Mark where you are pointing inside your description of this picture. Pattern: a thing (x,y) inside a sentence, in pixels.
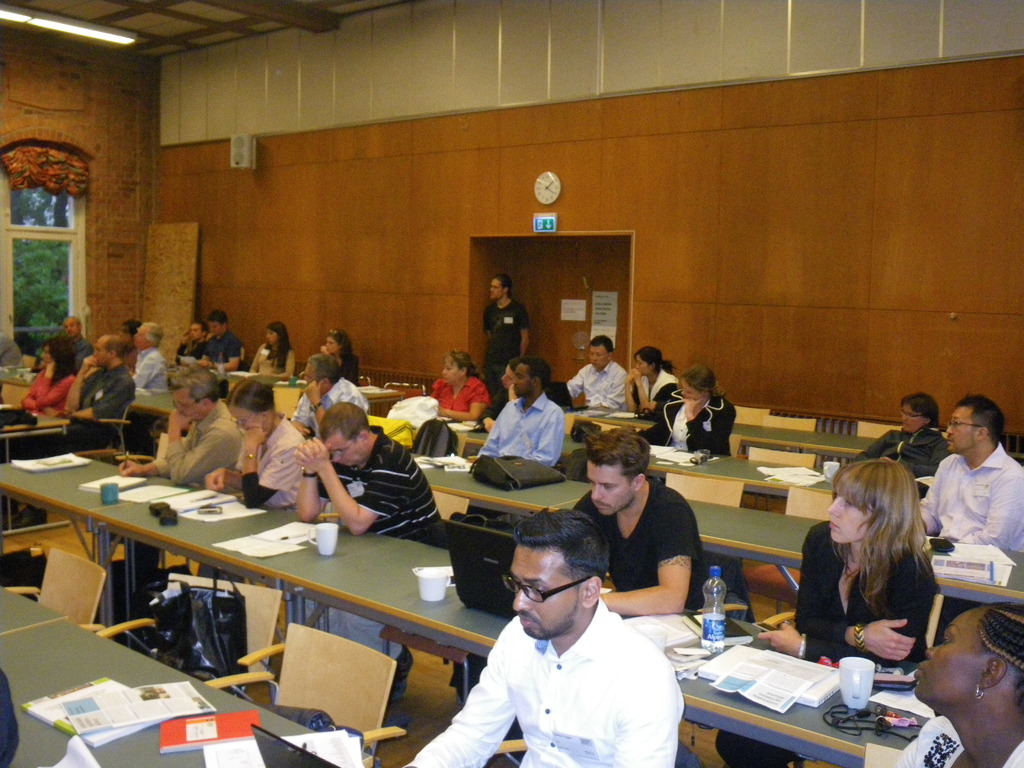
This picture is taken inside the room (111,280). In this image, we can see a group of people (827,526) sitting on the chair (889,749) in front of the table (797,714). On that table (417,615), we can see some books (148,697), laptops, paper (287,549), glasses (862,692), bottles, electrical wires (878,722), bags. In the middle of the image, we can see a man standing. On the left side (52,288), we can see a glass door (52,288) and a glass window (76,214), curtain (81,187). In the background (594,323), we can see a clock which is attached to a wall (608,217) and a few papers (603,309) which are attached to a wall (318,162), speaker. At the top (151,33), we can see a roof (186,47) with few lights (10,10).
